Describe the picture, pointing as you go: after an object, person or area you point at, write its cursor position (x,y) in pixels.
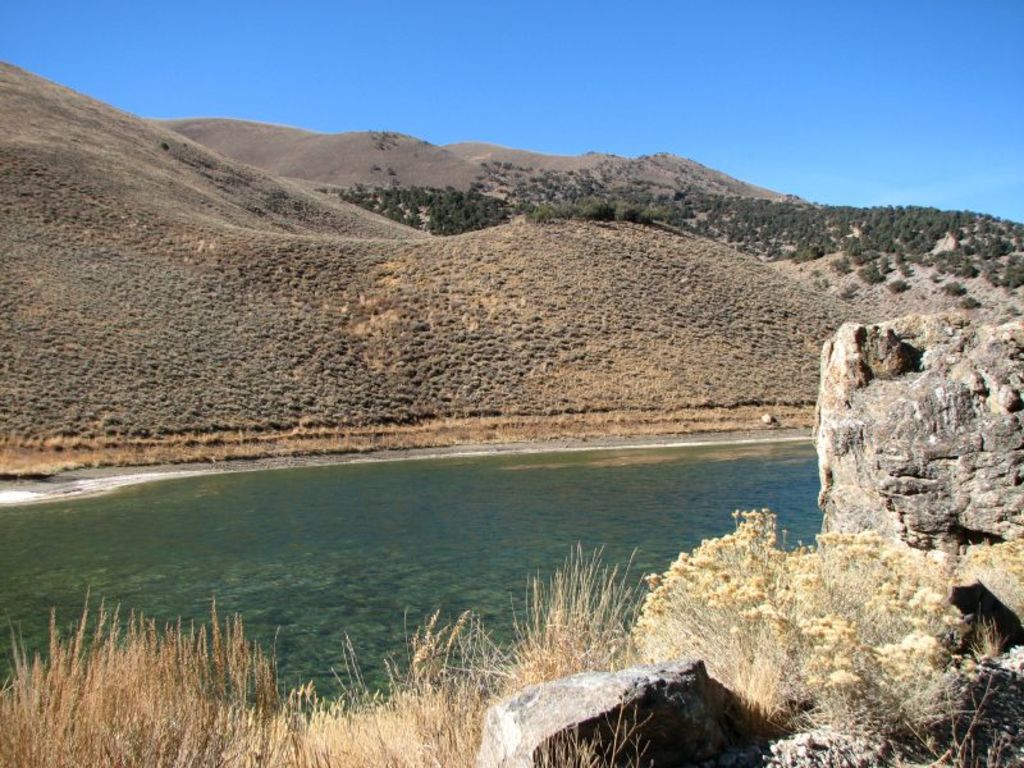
This image is taken outdoors. At the top of the image (326,85) there is a sky (570,57). At the bottom of the image (383,752) there is a ground (220,739) with grass (256,728) on it and there are a few rocks (928,340). In the middle of the image (496,278) there are a few hills (449,232) and there are many plants (785,236). There is a pond (398,596) with water (544,540).
